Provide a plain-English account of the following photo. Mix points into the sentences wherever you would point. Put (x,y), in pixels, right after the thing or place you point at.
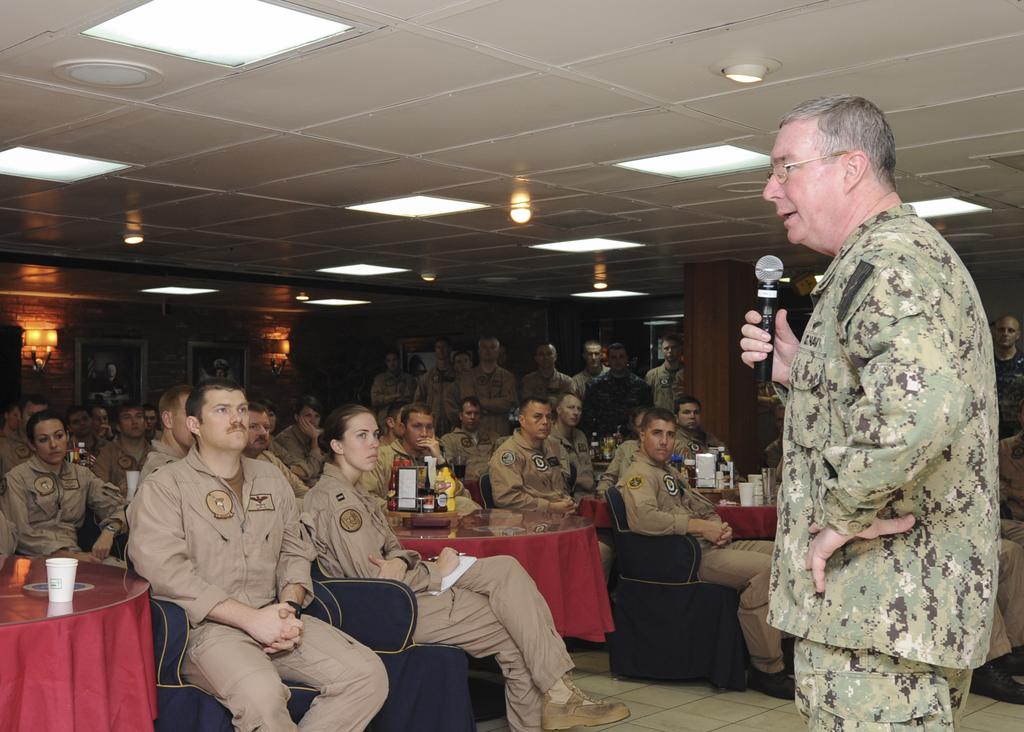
This is a picture clicked inside the room (423,84). On the right side of the image (853,496) there is a person (861,447) standing, holding a mike (773,330) in his hand (760,346) and speaking. In front of this person (807,559) there are few people (134,442) sitting on the chairs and listening. Everyone are looking at the person (916,421) who is standing. On the top of the image (220,35) I can see lights (173,41). In this room (199,87) there are some tables (88,652) covered with a red cloth (128,697).
